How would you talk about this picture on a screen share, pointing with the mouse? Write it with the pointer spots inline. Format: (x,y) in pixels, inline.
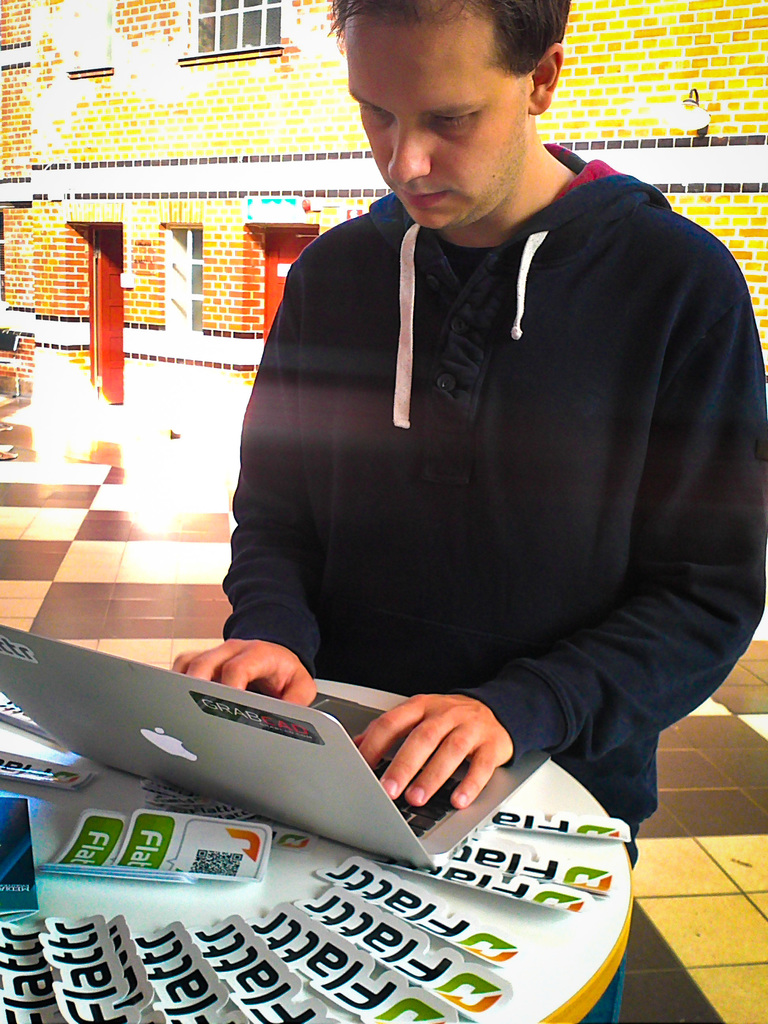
There is a person (462,342) operating a laptop (317,742) in the foreground area of the image (670,385), it seems like stickers (306,937) on the table (209,910) and there is a building (187,275) and a lamp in the background (128,201).
